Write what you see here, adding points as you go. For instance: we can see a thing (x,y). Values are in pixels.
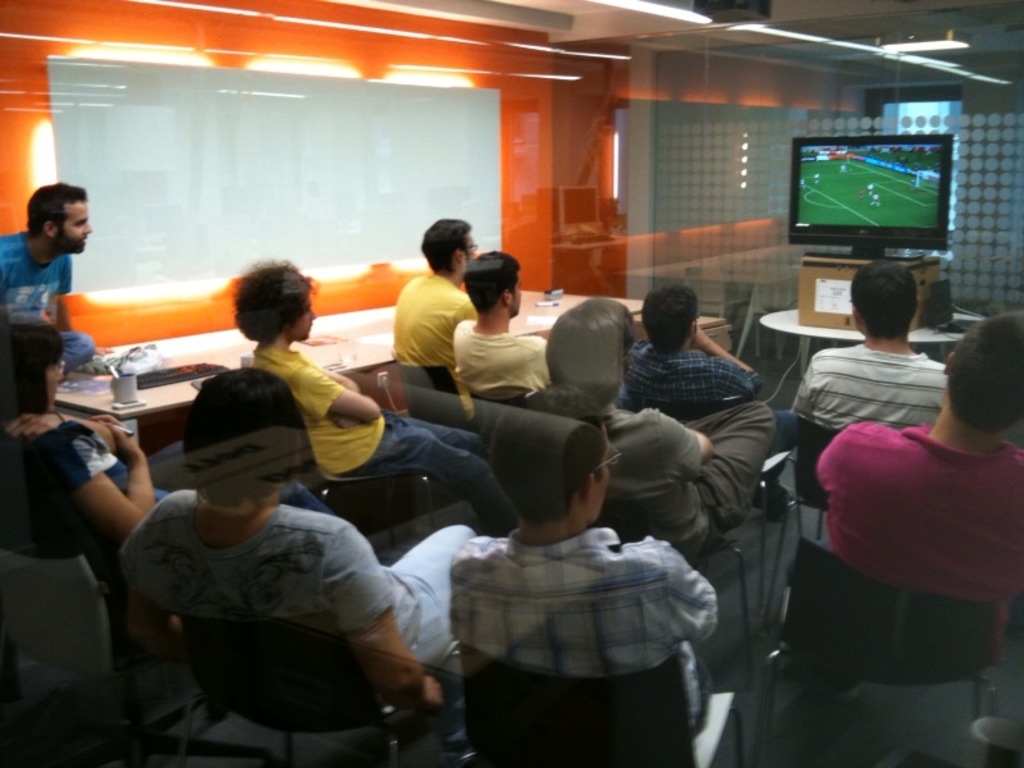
In this image we can see a few people (415,593) sitting on the chairs (369,530), in front of them, we can see a television (830,212), there is a white color board (496,93) and a table (210,361) with some objects (132,385), at the top (422,37) we can see the lights (365,30) and also we can the wall (348,42).
